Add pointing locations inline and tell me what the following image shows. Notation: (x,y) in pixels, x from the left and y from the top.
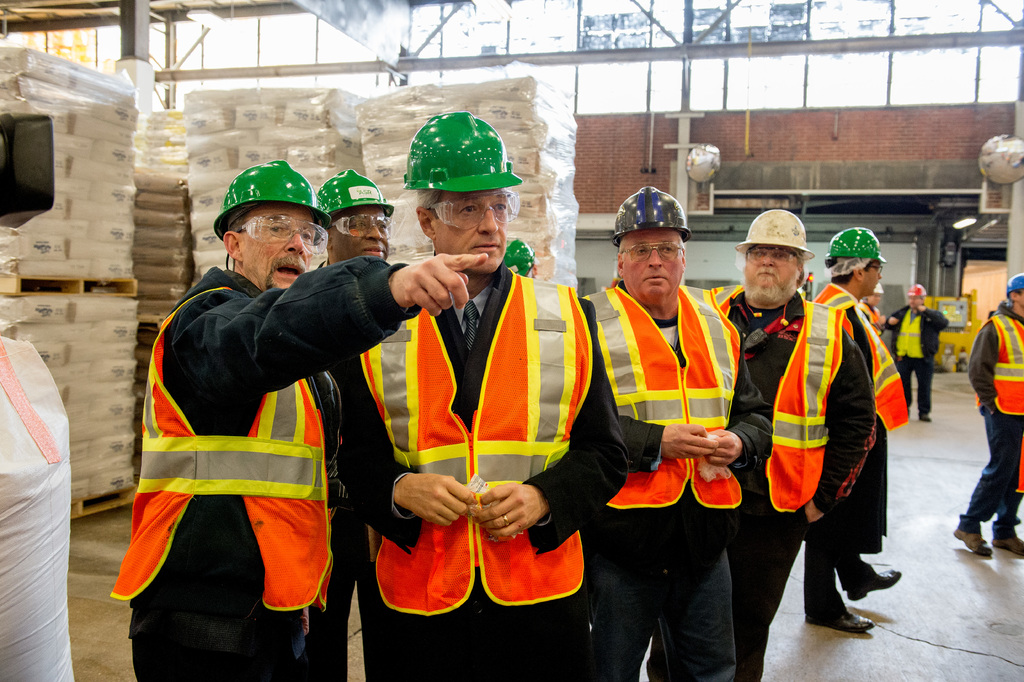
This image is taken indoors. In the background (676,196) there is a wall (886,178). There are a few pipelines (872,192). A vehicle (947,339) is parked on the ground (946,414). There are a few windows (933,71). There are many objects (82,481) on the trolleys (122,500). In the middle of the image (357,272) a few men (309,285) are standing on the floor (953,376). On the right side of the image (1018,392) a man (985,368) is walking and two men (903,316) are standing. On the left side of the image (30,594) there is an object (64,562).
